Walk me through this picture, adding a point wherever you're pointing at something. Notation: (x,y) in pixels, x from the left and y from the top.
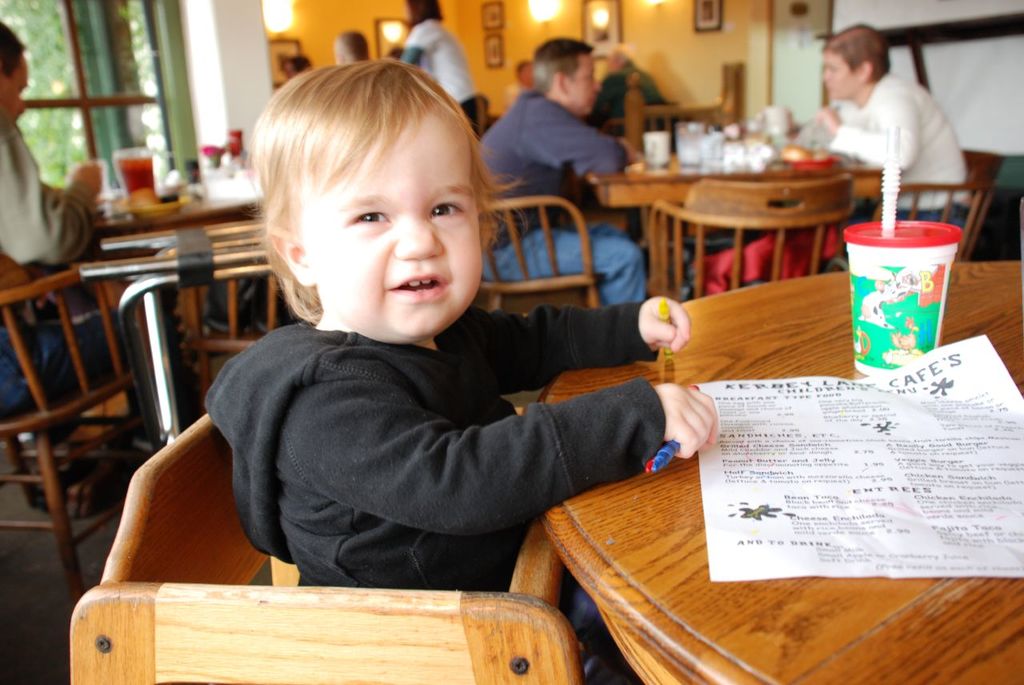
This image is clicked in a restaurant (99,500). There are many people (373,496) in this image. In the front (305,139) there is a kid (446,443), sitting in a chair (518,569), and looking towards the camera. To the right (819,428), there is a table (810,351) on which a paper (801,477) and a glass (893,296) is kept. In the background (111,92), there are photo frames (403,32), window (169,62), pillar (256,61), walls (515,43).
